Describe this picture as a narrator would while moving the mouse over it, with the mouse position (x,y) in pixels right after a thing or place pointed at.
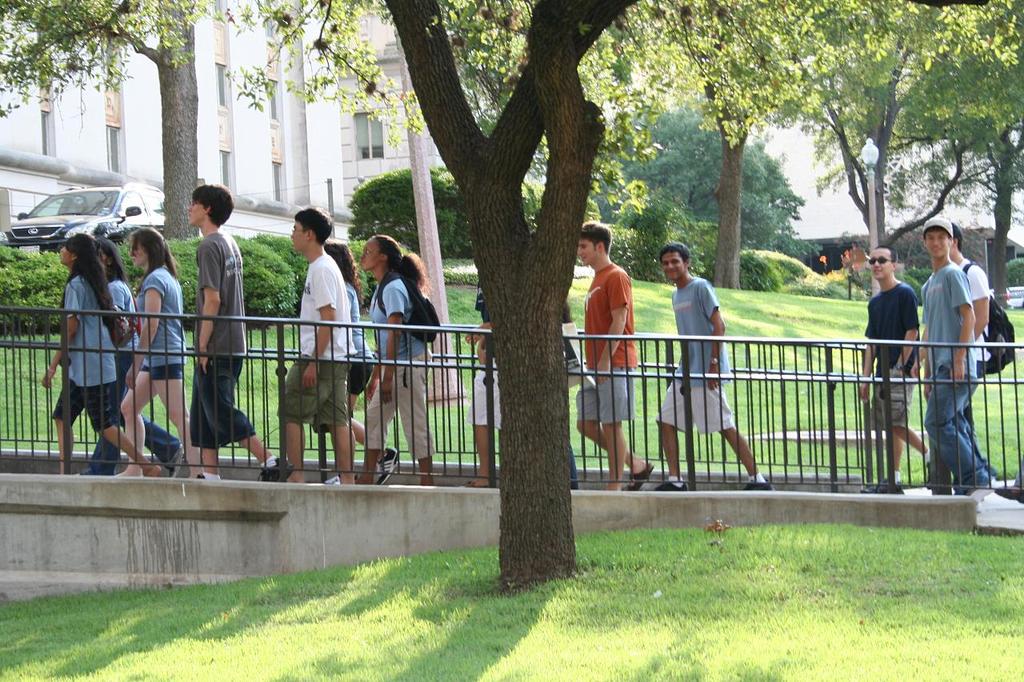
In this image I can see an open grass ground (786,359) and in the centre of it I can see few people (631,314) are walking. I can also see railings (767,372) on the both side of them. I can also see number of trees (1002,226) in the front (557,352) and in the background of this image (704,178). On the left side of this image (41,223) I can see few plants (20,251), a car (151,219) and a building (198,108).
